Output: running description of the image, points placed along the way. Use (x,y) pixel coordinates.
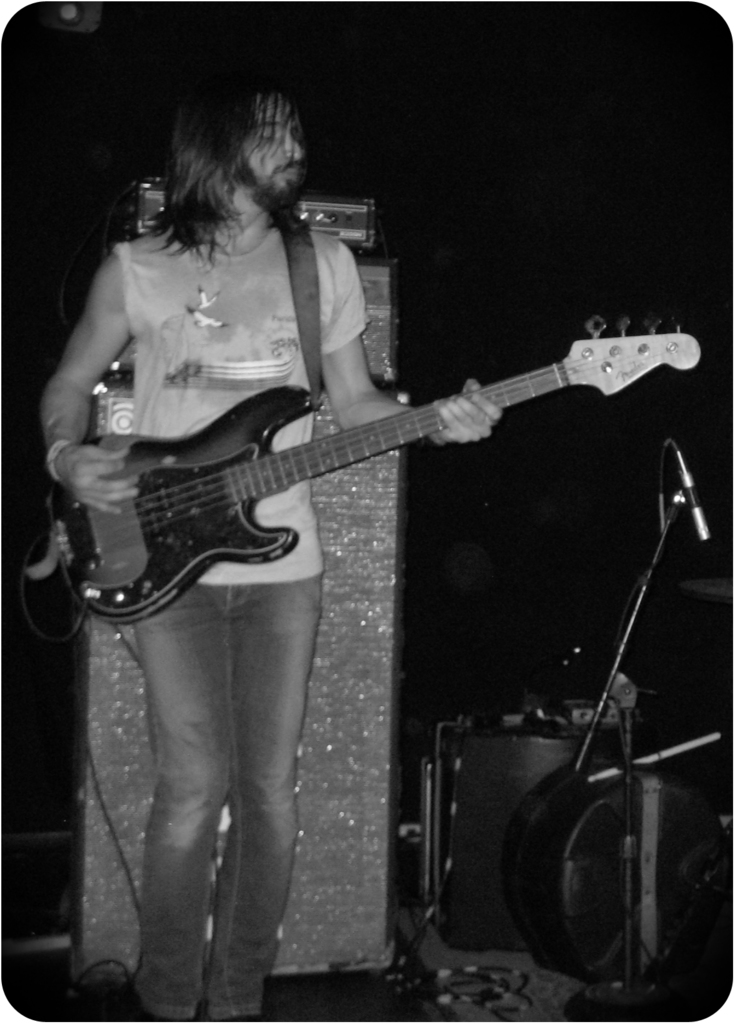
This picture shows a man (164,684) holding a guitar (126,538) and playing it in his hands (485,406). In the background (691,486) there is a microphone (698,510) and stand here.
